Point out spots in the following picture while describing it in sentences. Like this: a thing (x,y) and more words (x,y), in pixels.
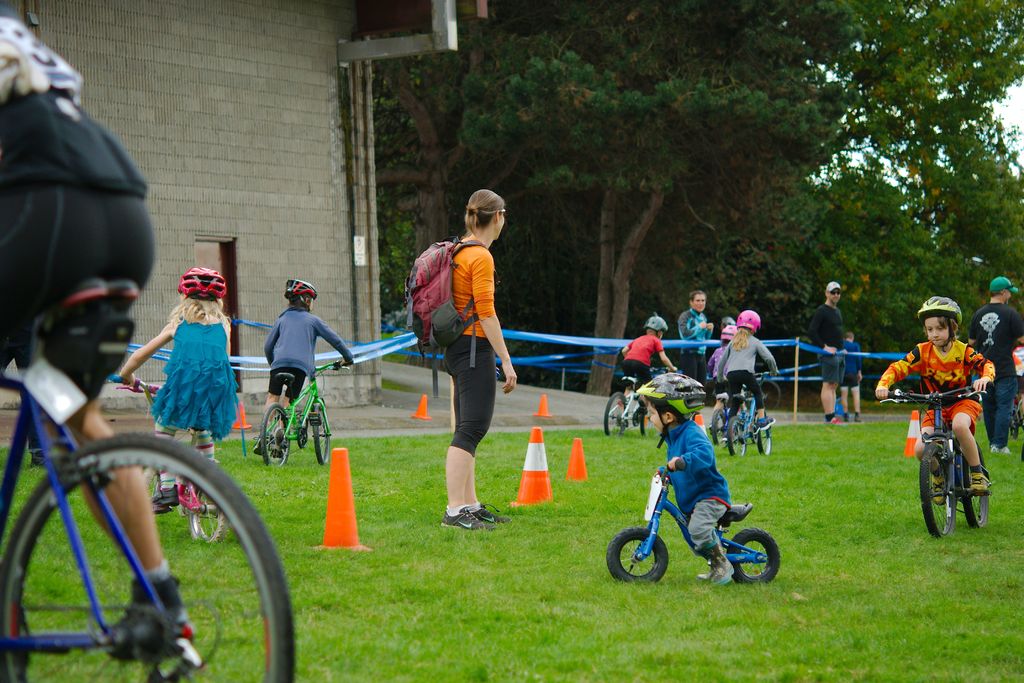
In this picture I can see kids (313,287) riding their bicycles (167,638), there are cone bar barricade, there are four persons (483,325) standing, there is a wall (374,296), and in the background (872,147) there are trees (868,103) and there is the sky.
